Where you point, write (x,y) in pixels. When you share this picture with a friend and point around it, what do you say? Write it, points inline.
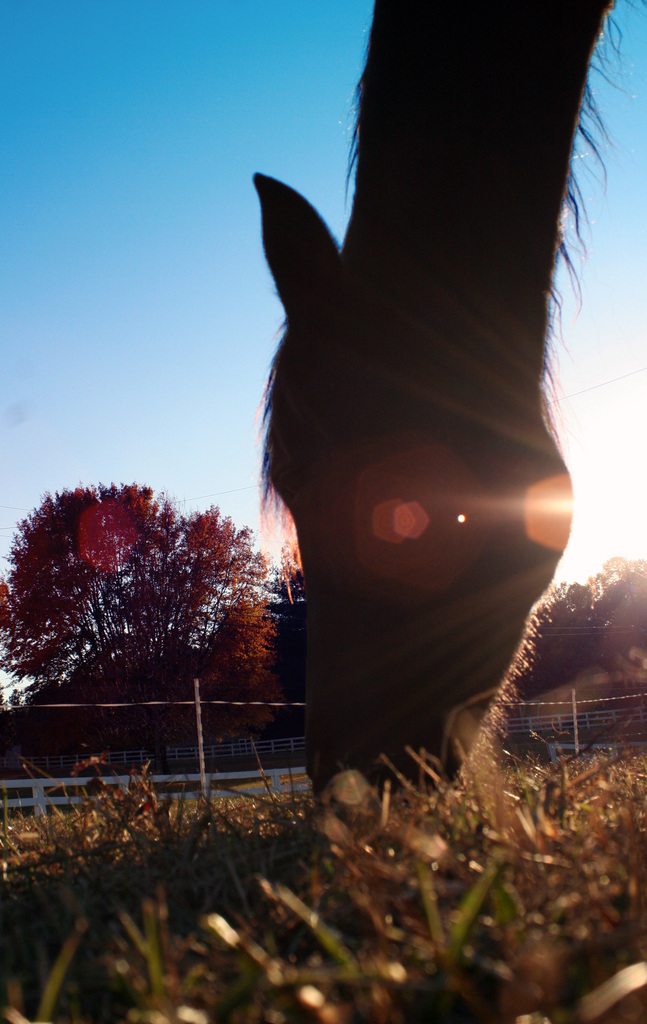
In this image we can see an animal (418,548). At the bottom (335,966) there is grass (366,906). In the background (59,780) there is a fence (196,781), trees (194,650) and sky (125,406).
